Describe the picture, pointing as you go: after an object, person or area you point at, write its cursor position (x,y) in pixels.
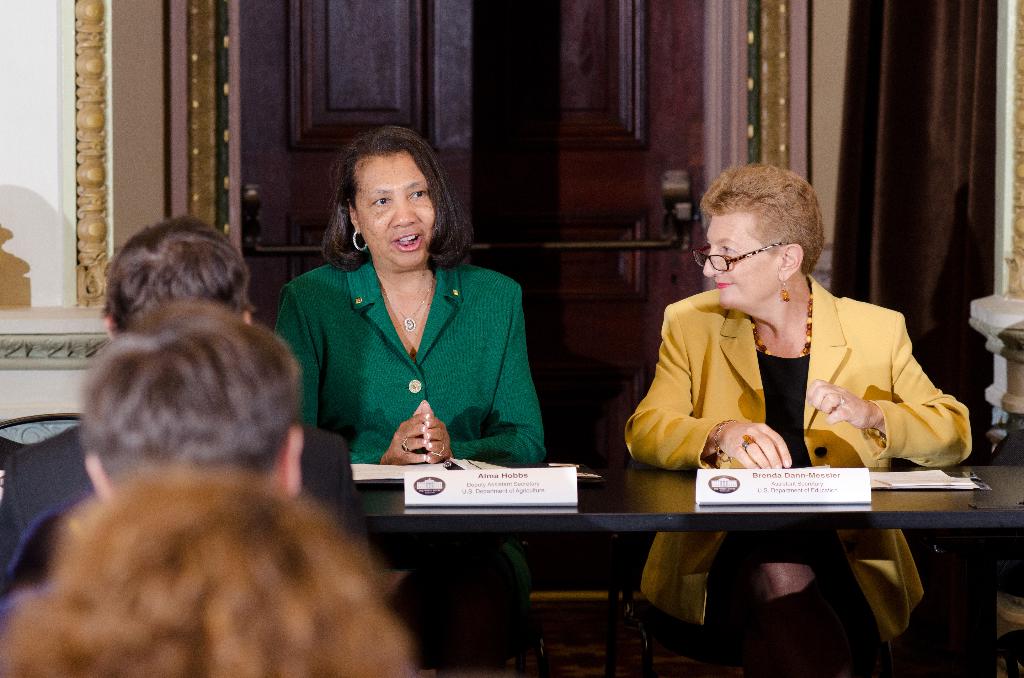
In the image we can see there are people (659,389) who are sitting on chair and in front of them there are people (187,372) who are looking at them.
